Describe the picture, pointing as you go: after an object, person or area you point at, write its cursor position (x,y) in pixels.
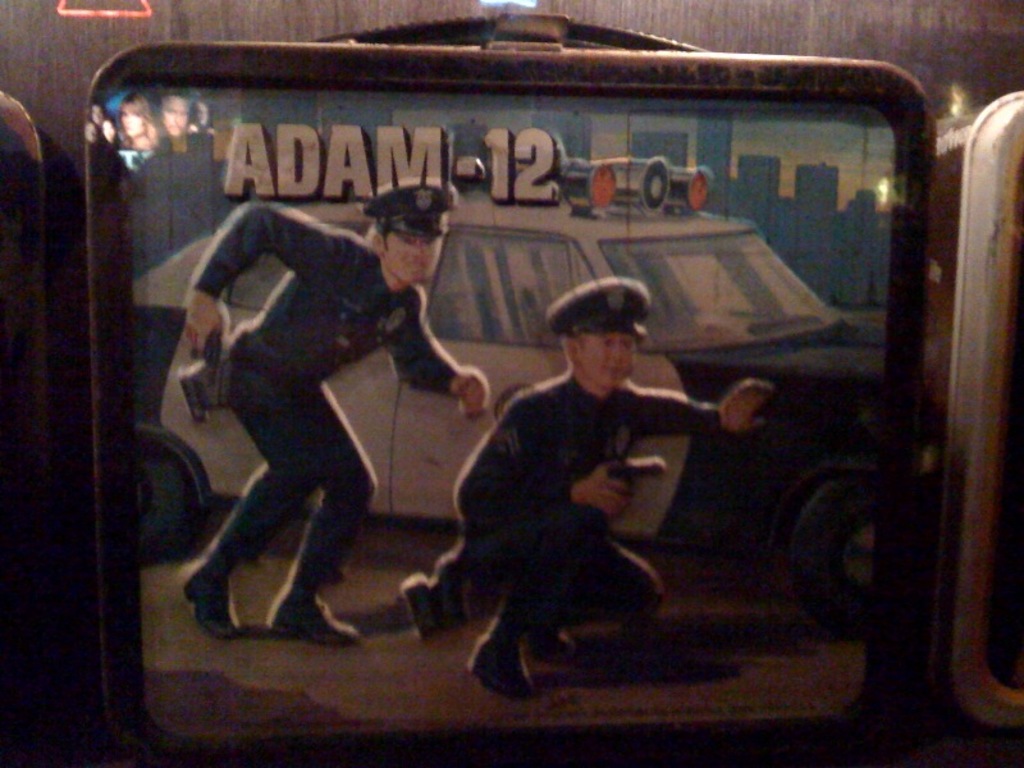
In this picture I can see the lunchbox (695,448) which is placed on the wall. On the lunchbox (684,393) I can see the car (533,306) and two police officers (555,423). Behind the car (675,386) I can see many buildings (874,198).
